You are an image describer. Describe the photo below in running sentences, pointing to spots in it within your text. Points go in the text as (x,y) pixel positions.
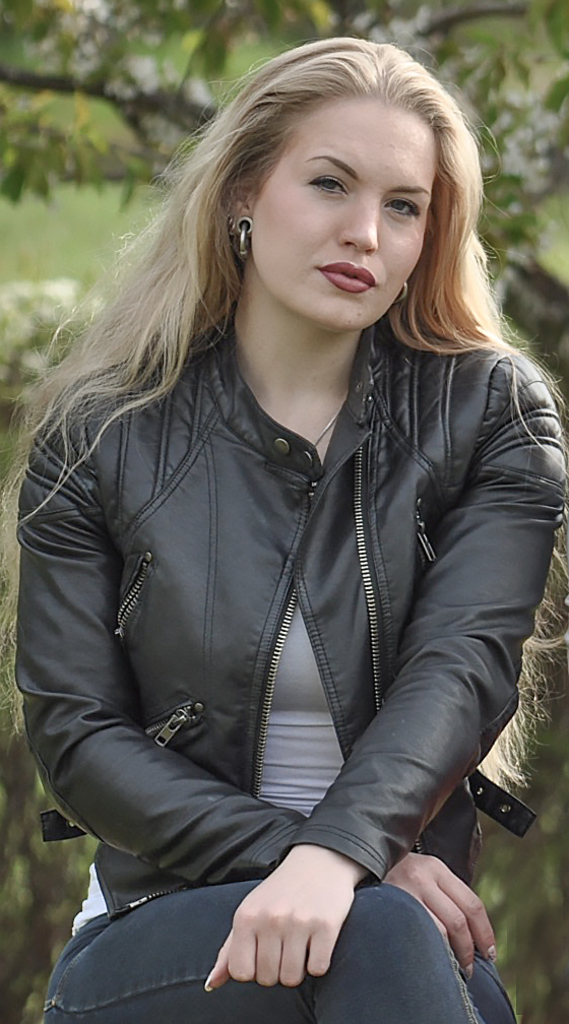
In this picture we can see one woman (188,537) is sitting and posing.
